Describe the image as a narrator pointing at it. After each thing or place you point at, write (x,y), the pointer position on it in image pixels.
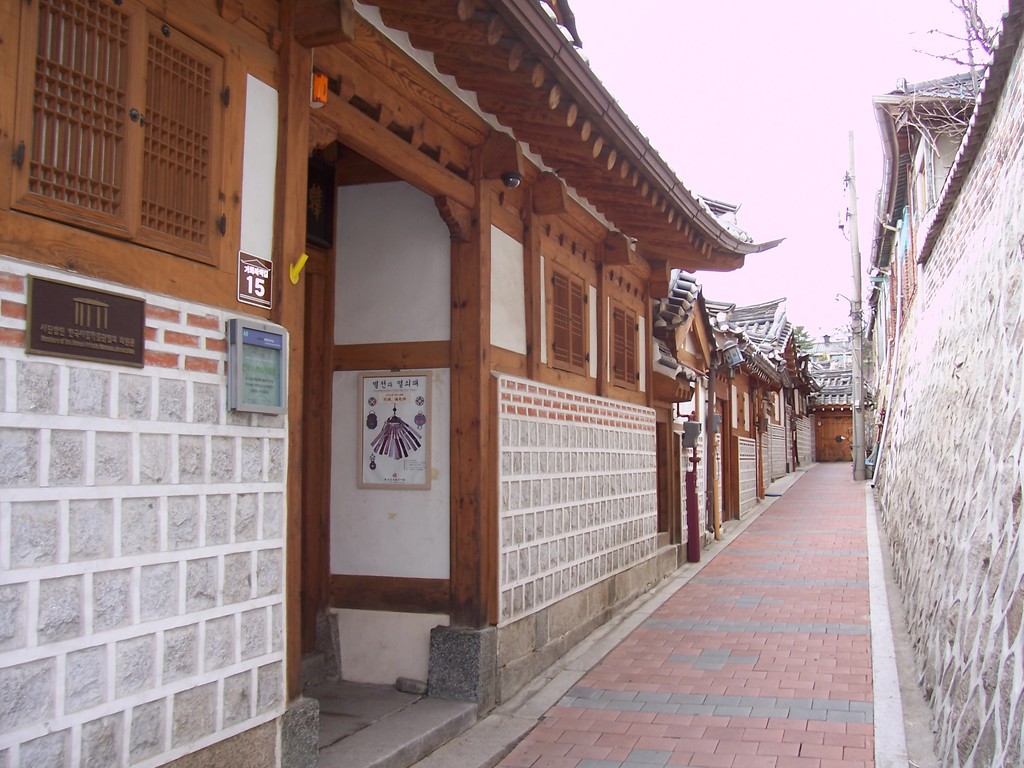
On the right side (943,398) there is a wall (936,312). Near to that there are buildings (894,243). There is a path (797,593). On the left side (256,436) there are many buildings (496,406). On the wall (37,358) there are some name boards (266,376) and a number plate (262,297). In the background (786,134) there is sky (749,78).
